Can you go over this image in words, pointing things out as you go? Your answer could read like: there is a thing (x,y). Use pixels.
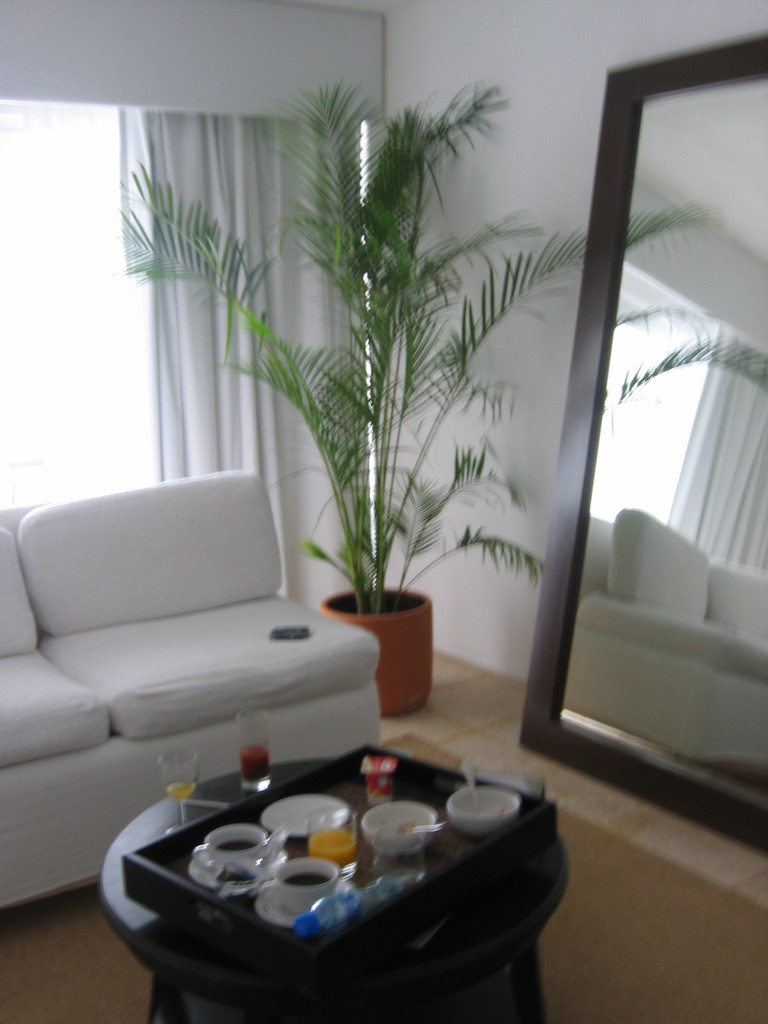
In the middle of the image (461,369) there is a plant (409,139). Right side of the image (645,139) there is a mirror (713,233). Bottom left side of the image (119,768) there is a couch (222,483). Bottom middle of the image (510,928) there is a table (159,1016), On the table (211,808) there is a glass (189,754) and bottle (321,899) and cup (252,836) and saucer (301,805). Top right side of the image (547,22) there is a wall (651,0). Behind the plant (419,150) there is a curtain (260,260).
